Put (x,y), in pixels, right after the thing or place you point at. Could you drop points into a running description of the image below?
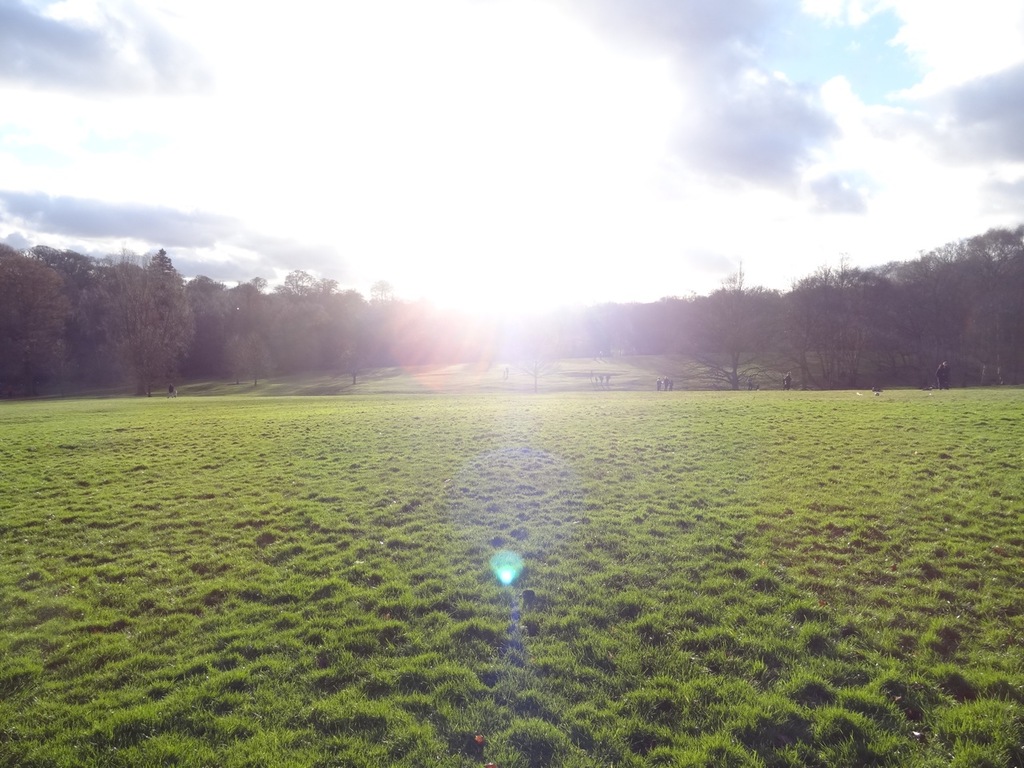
In the image there is grassland (455,590) in the front (581,555) and in the back (756,360) there are trees (279,305) all over the land (459,370) and above its sky (498,31) with clouds (746,90) with sun (507,235) in the middle (491,271).
